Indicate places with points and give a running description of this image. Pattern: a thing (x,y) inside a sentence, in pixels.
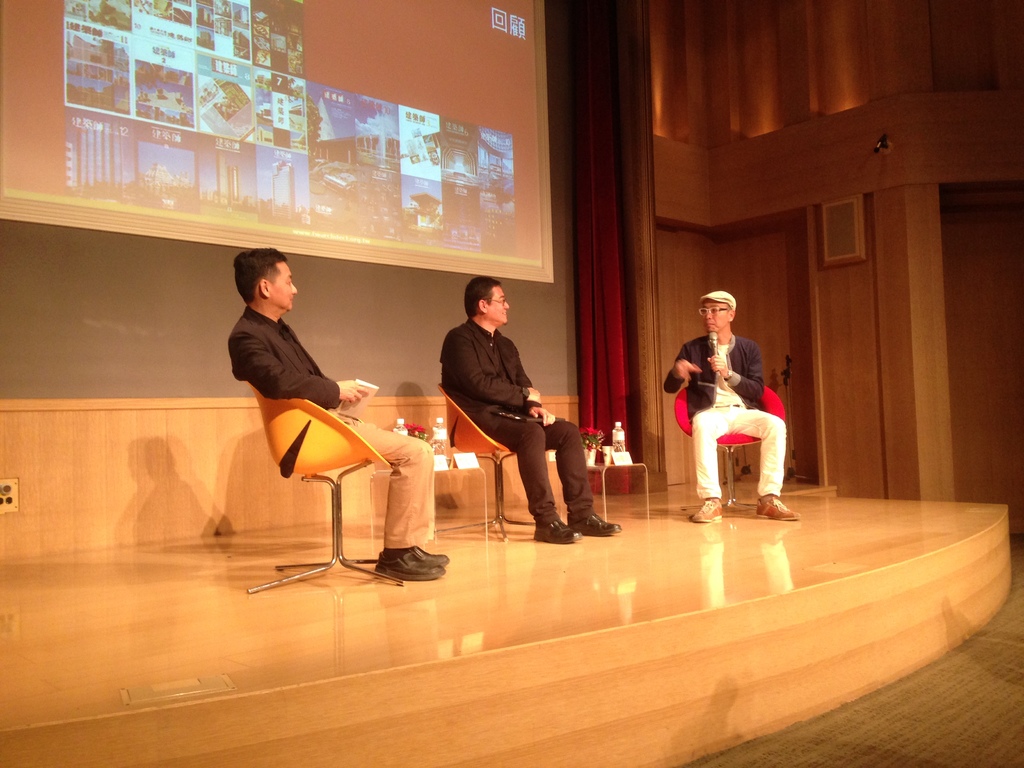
In this image we can see three persons (713,378) sitting on the chairs (306,434), a person (708,378) is holding the mic (715,369) and two of them are holding some objects (367,398), there are tables (487,482) and few objects (595,441) on the tables (446,484), there is a presentation screen (432,159) and a curtain (604,314) in the background (595,323).
